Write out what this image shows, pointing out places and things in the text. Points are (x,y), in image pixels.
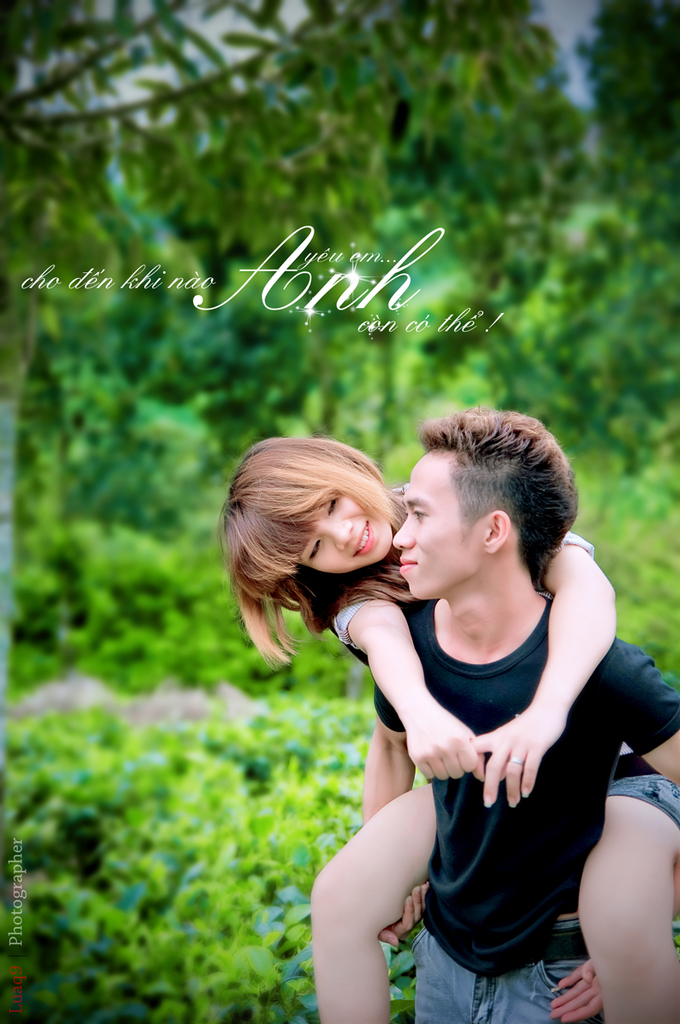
In this image it looks like a poster (469,582) in which there is a man (443,624) who is carrying the girl (338,547) on his shoulders (603,668). In the background (449,232) there are trees (403,248).
